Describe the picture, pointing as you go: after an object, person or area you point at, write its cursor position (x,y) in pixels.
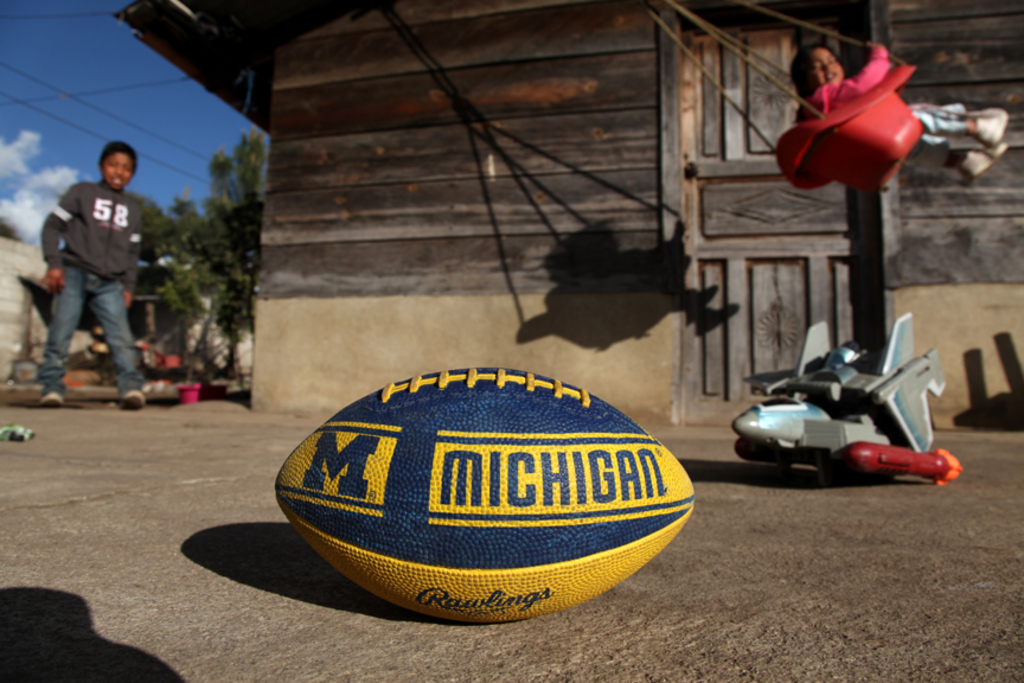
In this image on the ground (681,587) there is a ball (444,428), a toy (798,426). In the left (87,277) a boy (106,204) is there. Here a girl (860,80) is swinging. In the background (583,196) there are buildings (276,202), trees (222,232). The sky (50,52) is cloudy.
